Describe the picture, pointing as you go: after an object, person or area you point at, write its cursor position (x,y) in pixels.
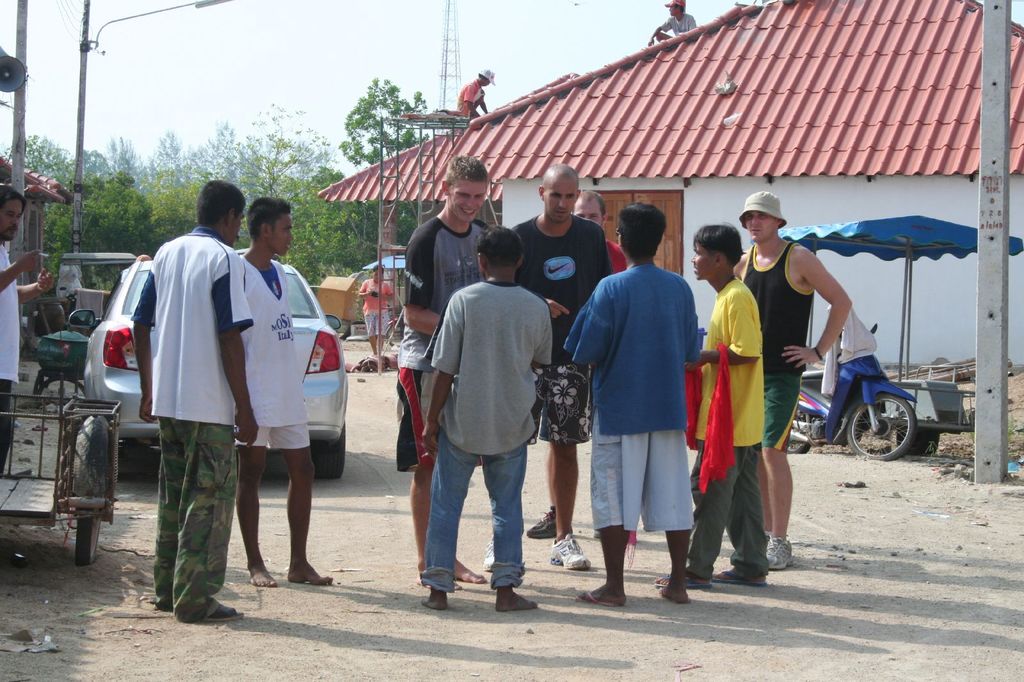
In this image in the center (679,352) there are persons (467,352) standing. In the background (131,329) there are vehicles (129,335), trees (249,183), poles (15,113) and there is a house (758,161) and on the top of the house (561,99), there are persons (465,104). On the right side (934,248) there is a tent (916,249) which is blue in colour and there is a pole (1002,303).
